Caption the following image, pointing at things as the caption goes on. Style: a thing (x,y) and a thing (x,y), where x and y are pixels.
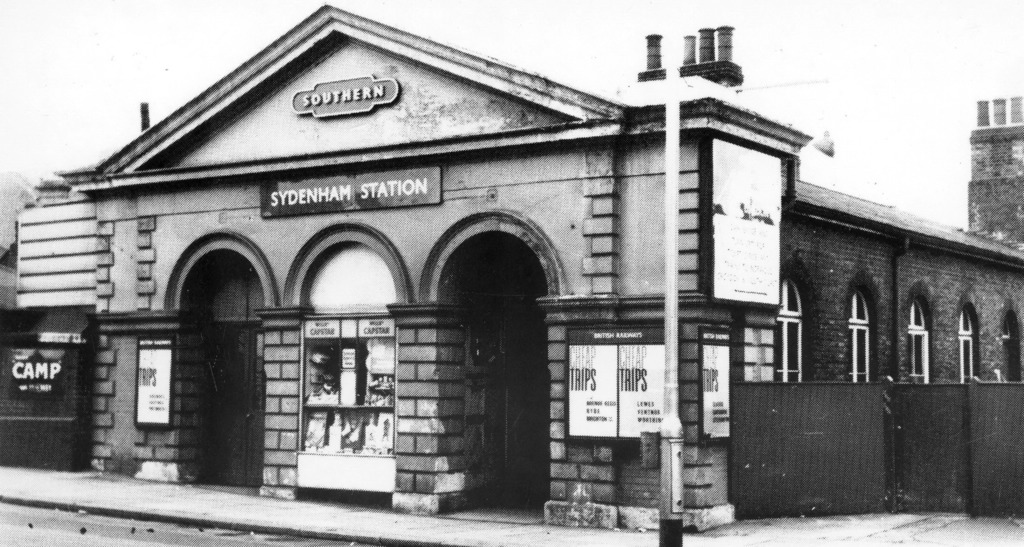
This is a black and white picture and in this picture we can see the footpath (105,480), pole (675,476), name boards (384,196), posters (590,337), building (435,355) with windows (314,417) and some objects (348,342).
